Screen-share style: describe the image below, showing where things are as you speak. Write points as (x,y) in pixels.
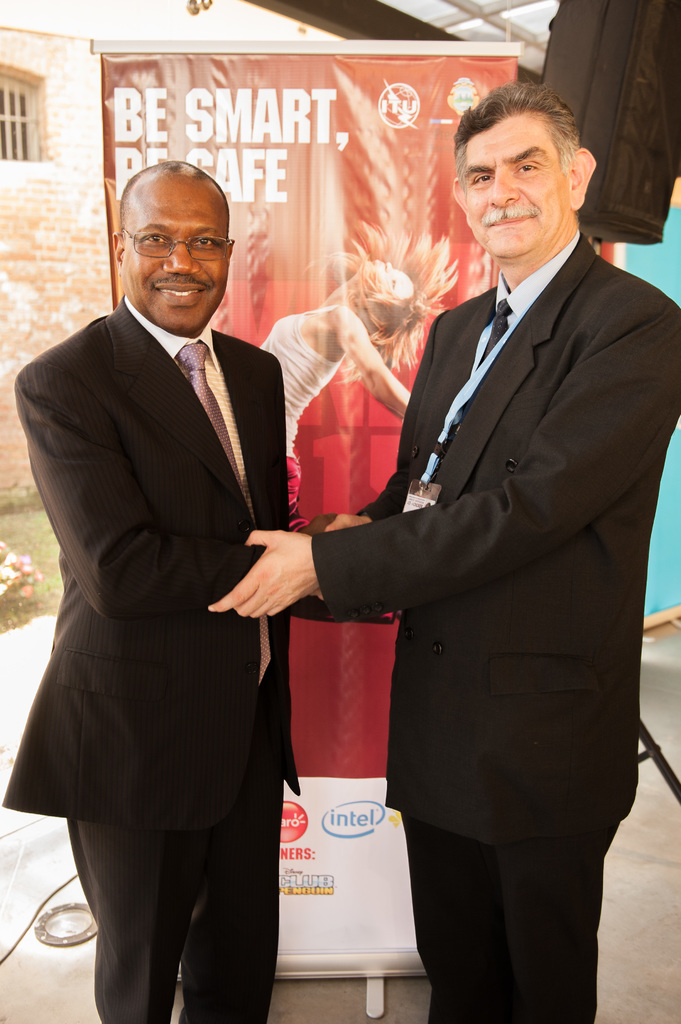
In this image there are two persons (328,570) are standing and wearing black color blazer (391,534). There is one poster (332,684) is in the background (324,253). There is a house (56,180) on the left side of this image (82,143). There is a speaker box (593,91) on the top right corner of this image (613,62).
